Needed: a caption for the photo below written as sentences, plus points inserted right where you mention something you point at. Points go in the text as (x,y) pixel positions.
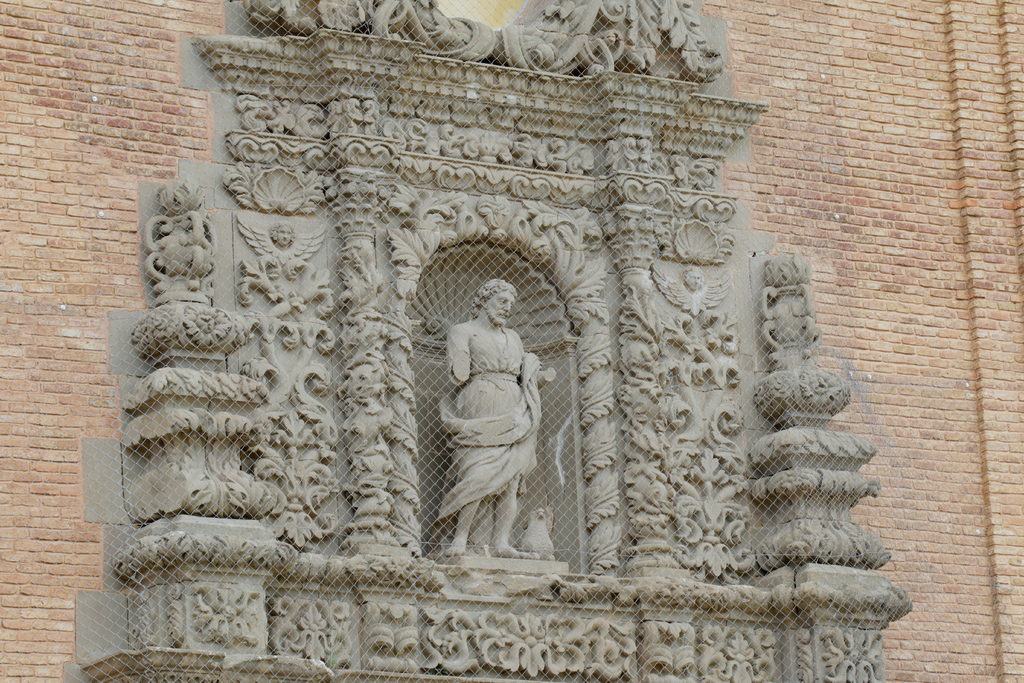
The picture consists of a brick wall (776,41). In the center of the picture (489,285) there is a sculpture (421,337) with flowers (369,393) and a human (537,362). In the foreground (470,337) there is fencing (451,522).
